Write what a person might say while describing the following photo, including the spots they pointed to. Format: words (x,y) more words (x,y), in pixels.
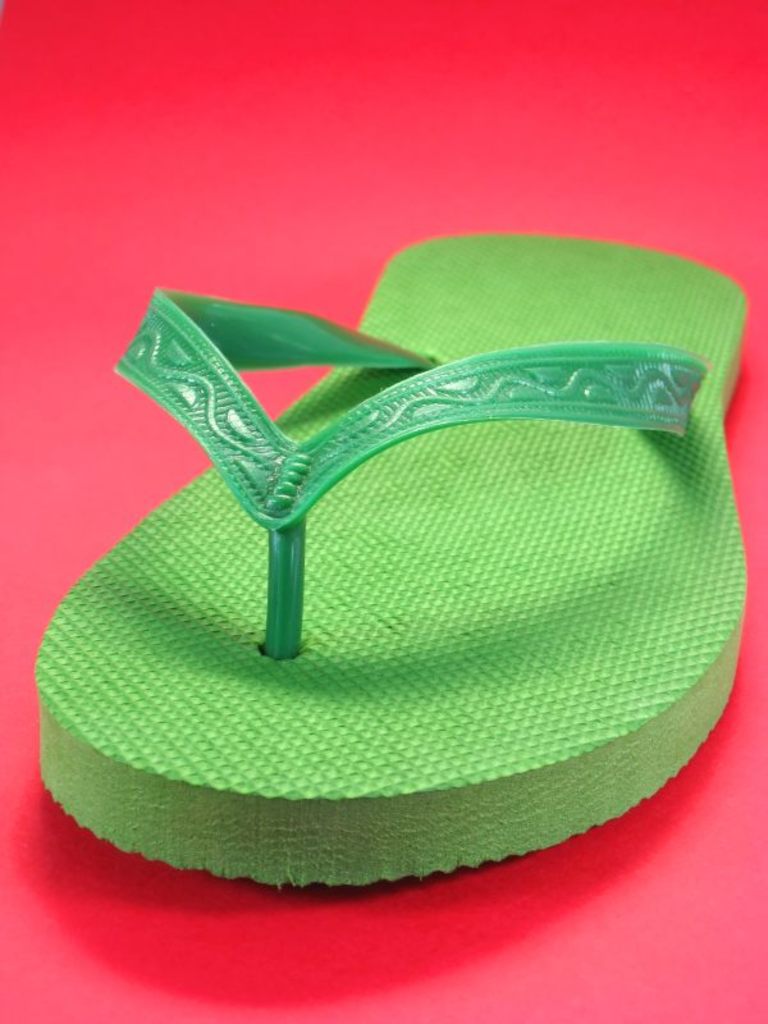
In the center of the image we can see one red carpet (109,945). On the carpet (24,507), we can see one footwear (417,714), which is in green color.
